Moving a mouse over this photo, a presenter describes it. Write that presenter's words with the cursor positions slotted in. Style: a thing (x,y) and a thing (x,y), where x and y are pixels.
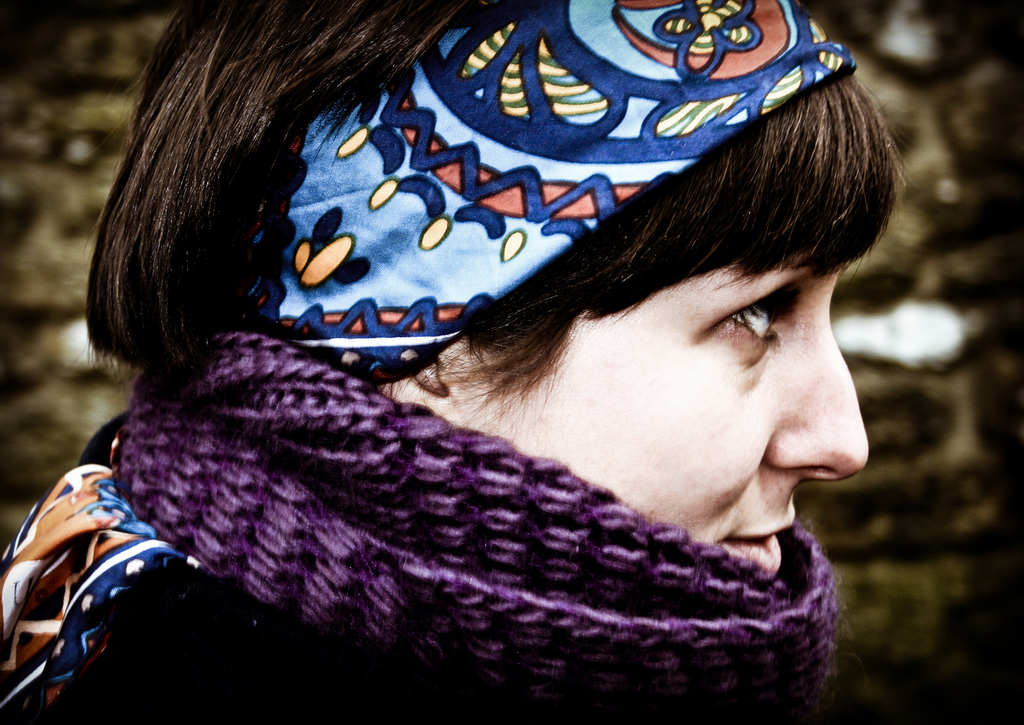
In this picture we can see a woman (469,337) and blurry background (920,476).
